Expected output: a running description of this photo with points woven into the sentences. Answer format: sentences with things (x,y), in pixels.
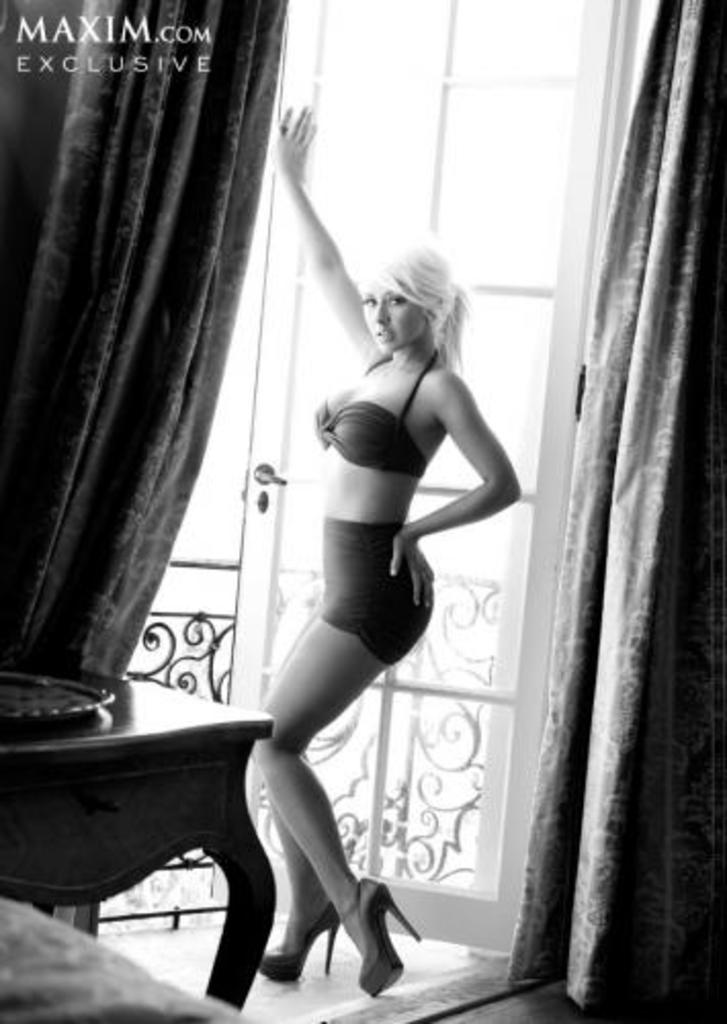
This is a black and white image. In the center of the image (341,516) we can see a lady (384,278) is standing. On the left side of the image (239,839) we can see a table (137,761). On the table (148,752) we can see a plate (90,696). In the background of the image (485,535) we can see the curtains (68,253), grilles (234,624), door (450,573). In the top left corner (168,66) we can see the text (155,56). At the bottom of the image (437,942) we can see the floor (443,974).
